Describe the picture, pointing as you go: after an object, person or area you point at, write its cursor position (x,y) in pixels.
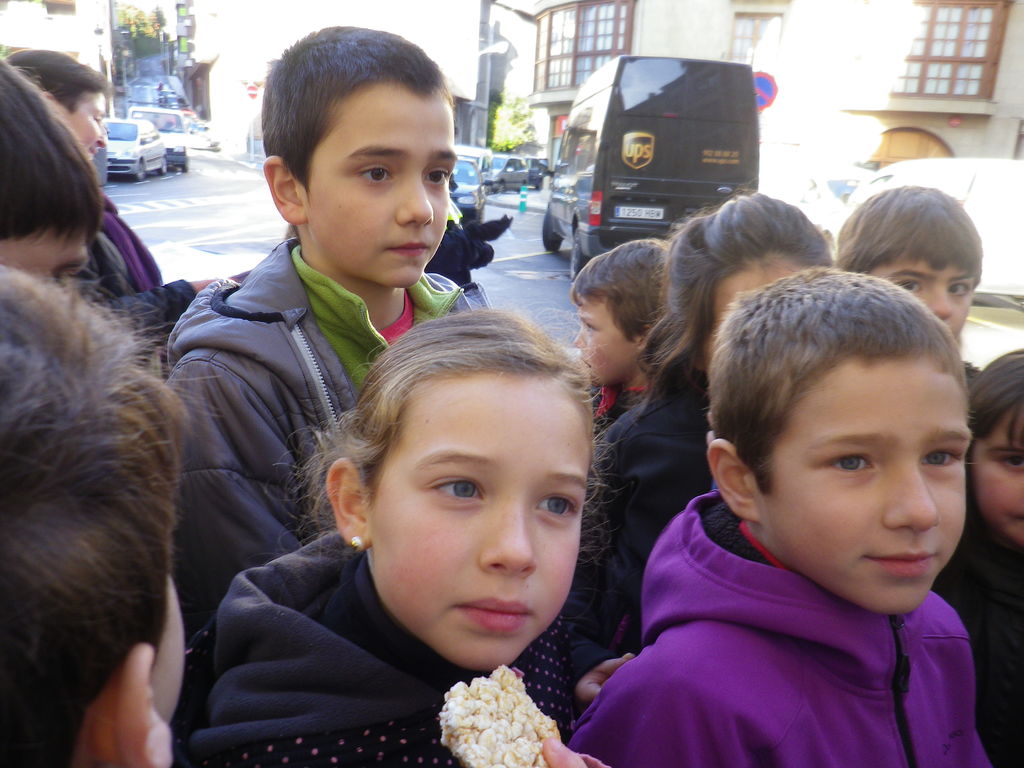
In this picture we can see a group of people (348,722) and in the background (527,255) we can see vehicles (120,169) on the road (540,222), buildings (629,12), signboards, trees (146,31) and some objects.
